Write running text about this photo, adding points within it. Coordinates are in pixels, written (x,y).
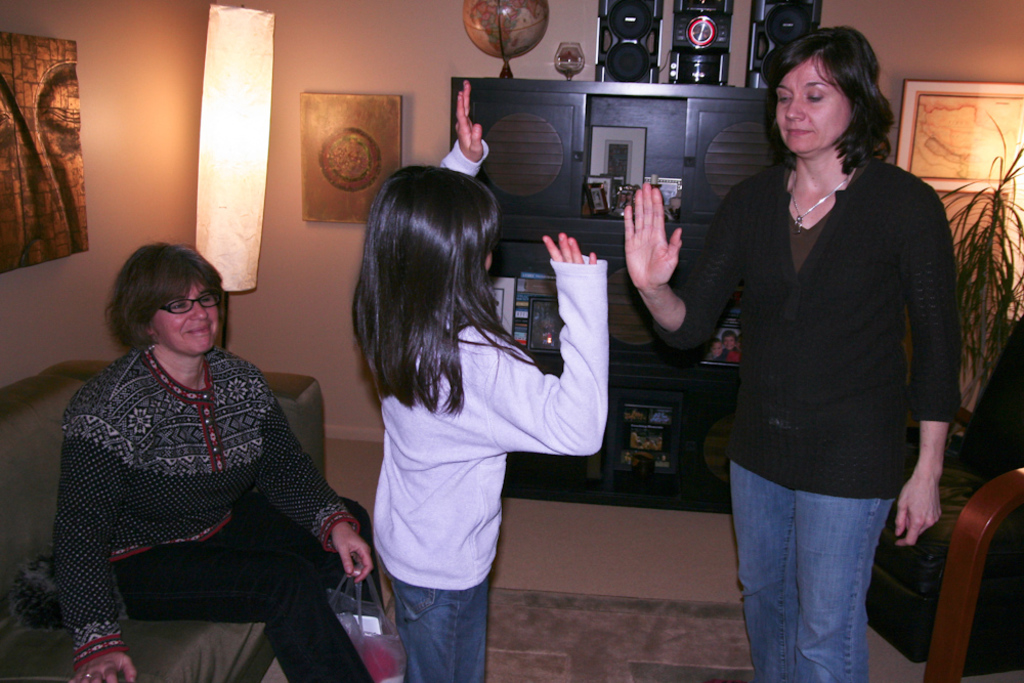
In the center of the image (492,432) there are two persons (850,494) standing on the mat (663,624). Behind them there is a wooden shelf (633,303) with some objects (653,403) in it. On top of the wooden shelf (681,106) there are speakers (630,33), globe (512,31). On the left side of the image (212,435) there is a person (139,515) sitting on the sofa (229,642) by holding the cover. On the right side of the image (908,616) there is a couch (923,627). Behind the couch (972,424) there is a plant (990,343). On the backside (952,27) there is a wall (922,50) with the photo frames (365,117) on it. In front of the wall (278,222) there is a light (223,68). At the bottom of the image (573,560) there is a floor (658,546).
